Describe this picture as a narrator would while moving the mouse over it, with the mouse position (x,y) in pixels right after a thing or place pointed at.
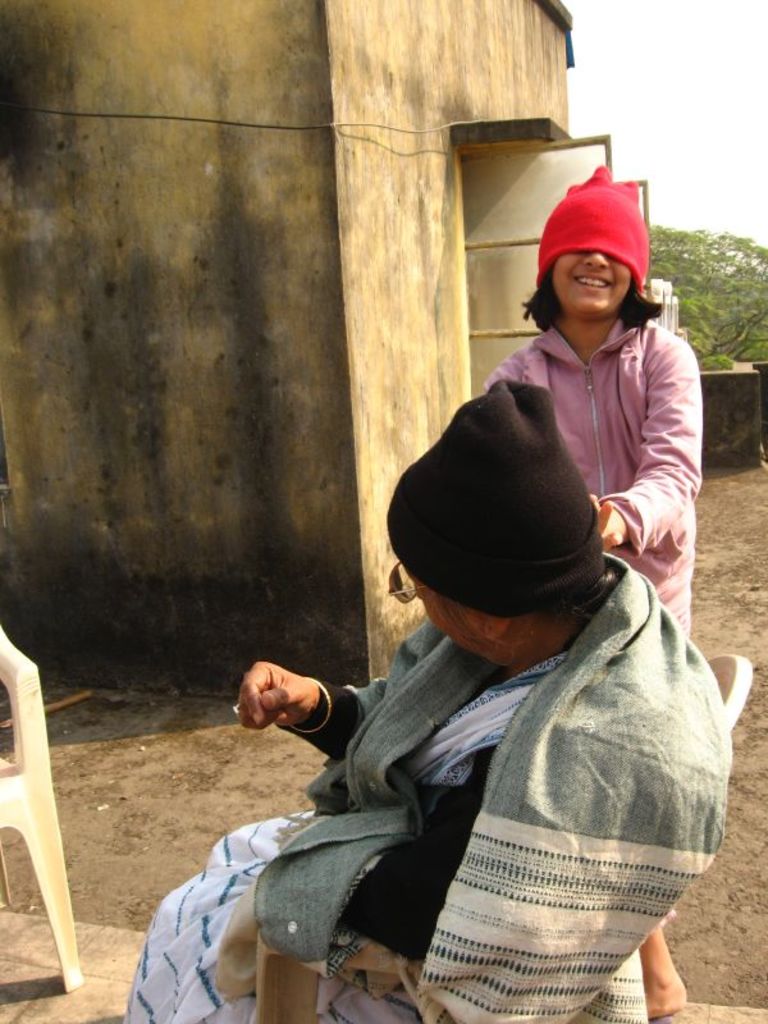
In this image we can see two persons (555,791). One person (586,764) is wearing a cap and spectacles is sitting on a chair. One girl (654,388) is standing. In the background (501,277), we can see a chair (31,711) placed on the ground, building (501,291) with windows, tree (701,278) and the sky (683,115).
